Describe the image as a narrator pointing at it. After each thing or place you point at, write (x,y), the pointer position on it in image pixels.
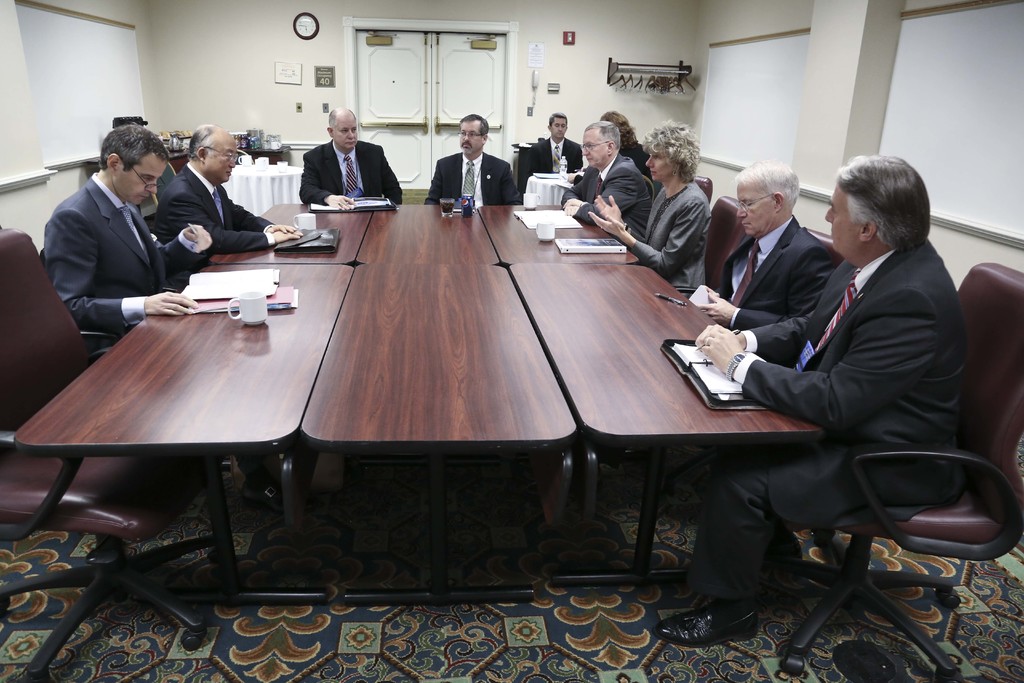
In this image, group of people (96,318) are sat on the chair (11,270). In the middle (421,346), there are so many tables (481,340), few items (607,244) are placed on it. At the bottom (402,617), we can see a mat (465,656). And top of the image (484,65), we can see white door (489,91), few items (649,65) are placed on the wall (603,65). And right side (965,132) and left side (83,77), we can see a white color. On the left (177,158) there is a wooden table (266,155), few items (187,145) are there.
